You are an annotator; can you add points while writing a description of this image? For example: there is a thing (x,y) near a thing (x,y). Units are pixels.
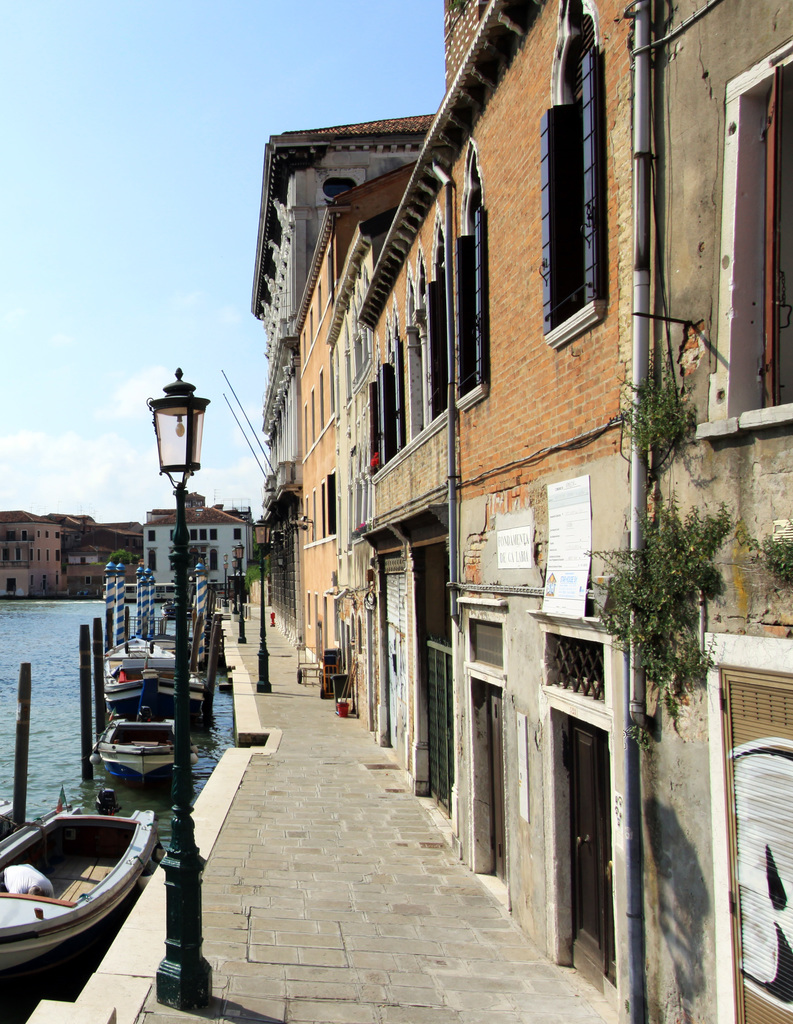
In this image I can see buildings (485,755). There are boats (141,674) on the water (58,688), there are poles (89,671), lights (195,424), pipes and there are some other objects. In the background (44,292) there is sky (118,289).
